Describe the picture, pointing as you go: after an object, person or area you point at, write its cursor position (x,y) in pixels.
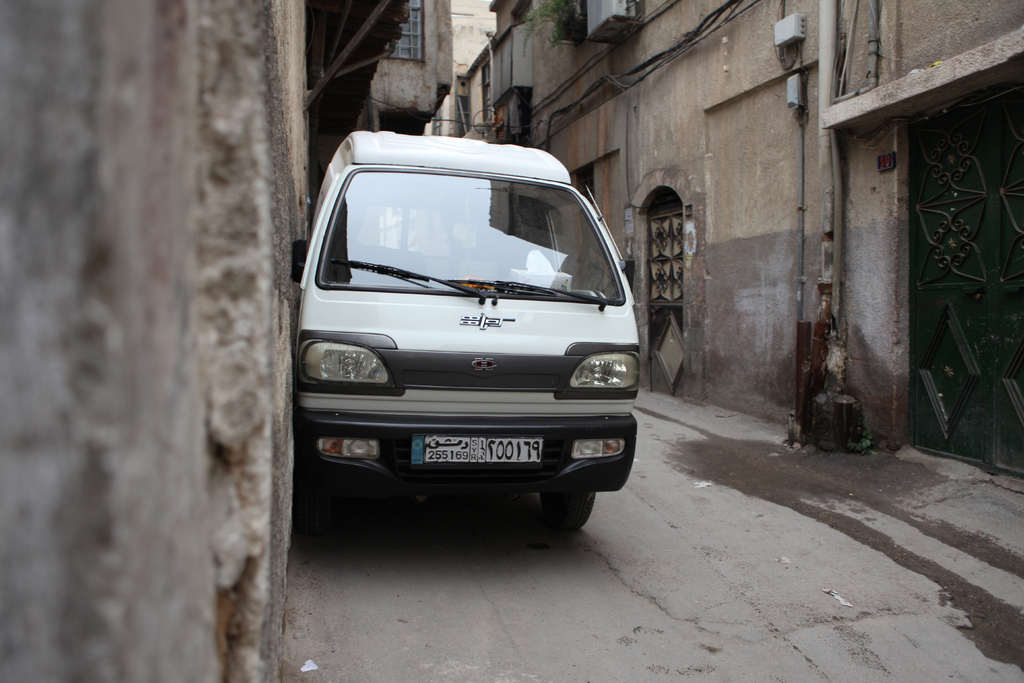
As we can see in the image there are buildings (372,124), windows (422,16) and white color truck (514,303).
